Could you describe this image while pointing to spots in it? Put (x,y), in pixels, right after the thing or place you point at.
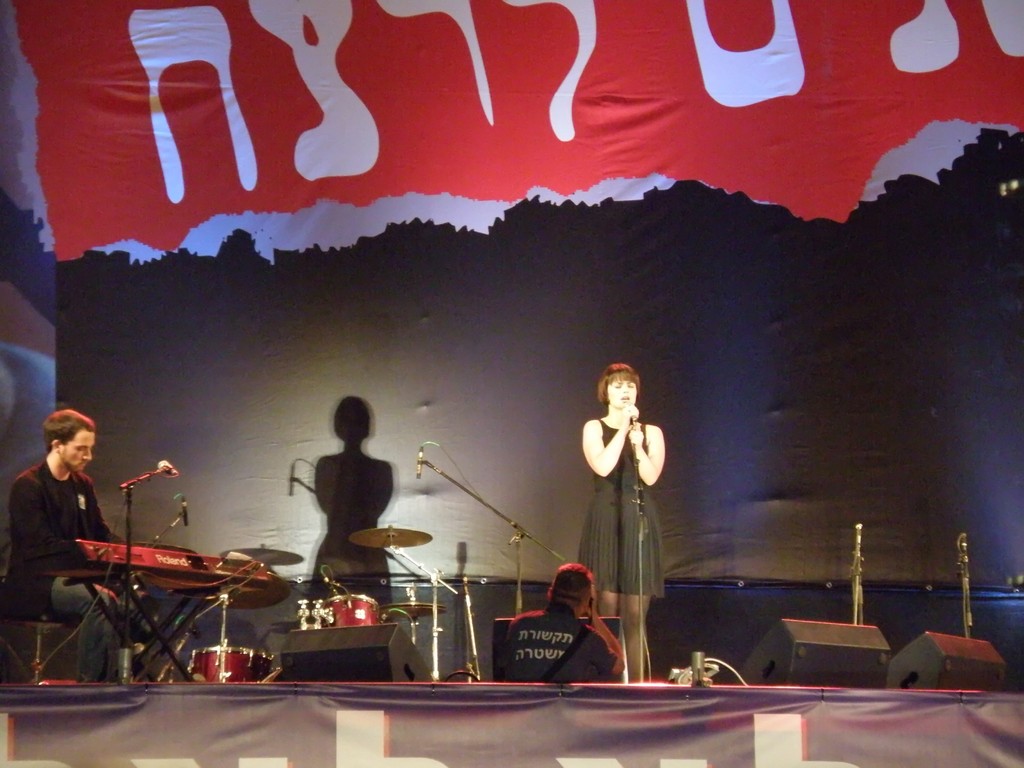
In the middle of this image (637,454) I can see a woman (625,485) wearing a black color dress (606,524), standing on the stage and holding a mike stand (635,465). On the left side (44,513) a man (44,558) is sitting and playing the piano (102,546). In the background (308,626) there is a drum set (342,599) and also I can see few black color boxes (390,647) on the stage (279,677). At the bottom (471,714) there is a banner (505,730). Behind this a person (549,619) is standing. In the background (532,351) there is a black color board (597,324).
